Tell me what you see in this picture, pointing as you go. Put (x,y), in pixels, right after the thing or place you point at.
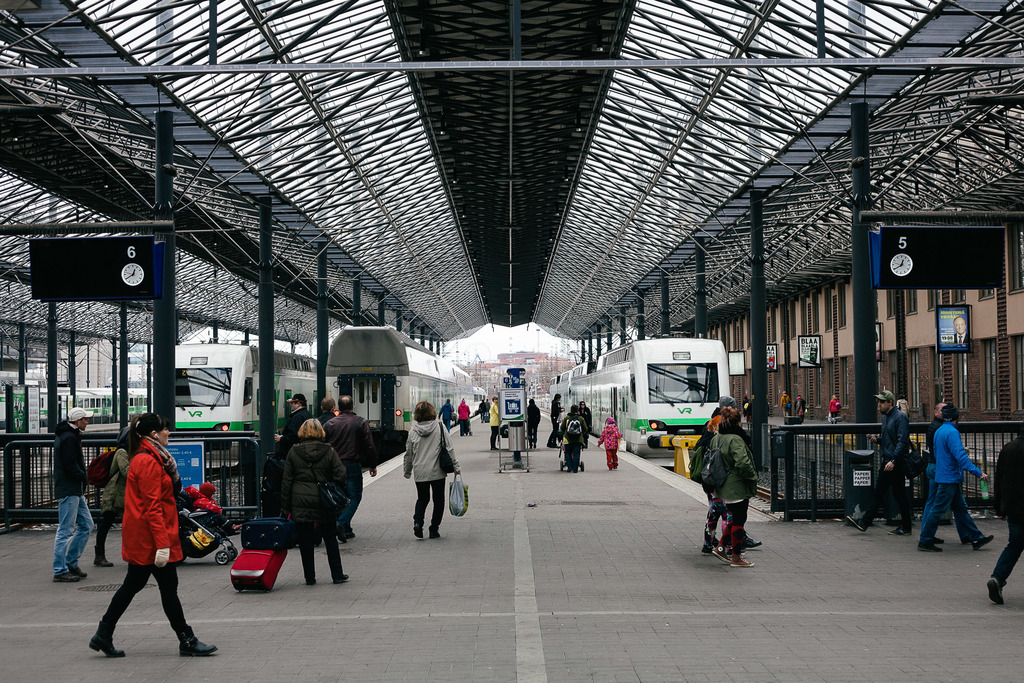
In the center of the image (451,415) there are people (439,430) walking on the road (467,525). There are trains (472,381). At the top of the image (273,25) there are rods (591,226). There are railings (843,438).
